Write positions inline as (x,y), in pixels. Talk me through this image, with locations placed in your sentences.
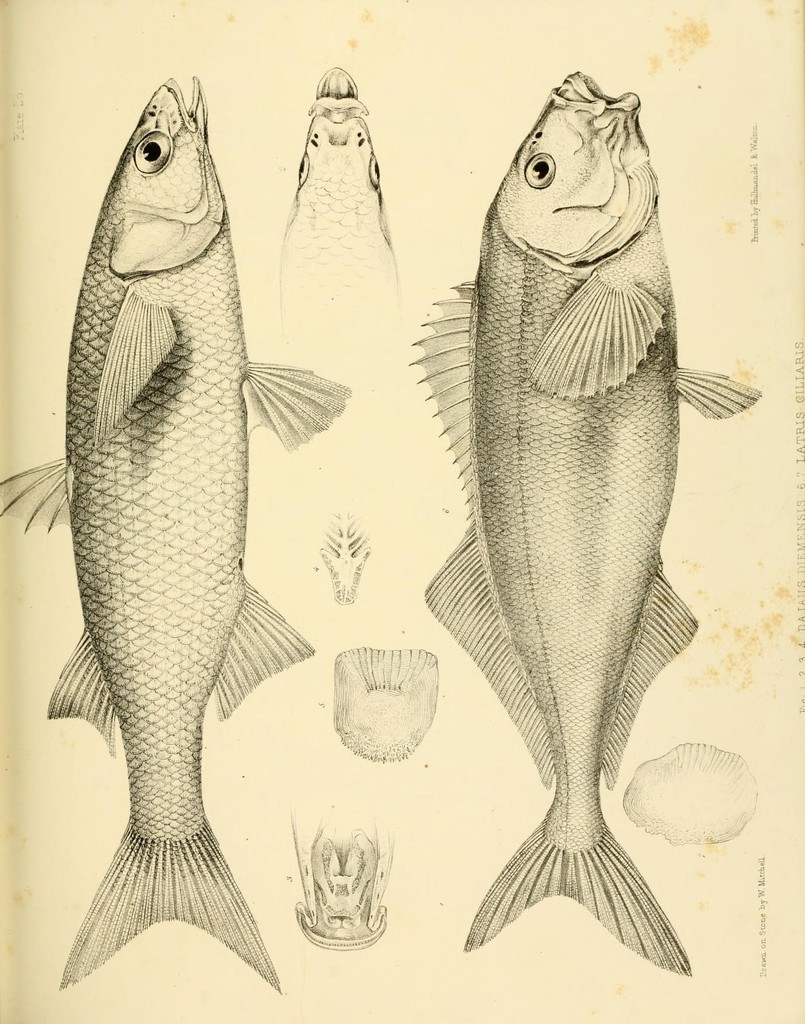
This image consists of diagrams (152,378) of two fishes (341,408) and its parts (362,696).
